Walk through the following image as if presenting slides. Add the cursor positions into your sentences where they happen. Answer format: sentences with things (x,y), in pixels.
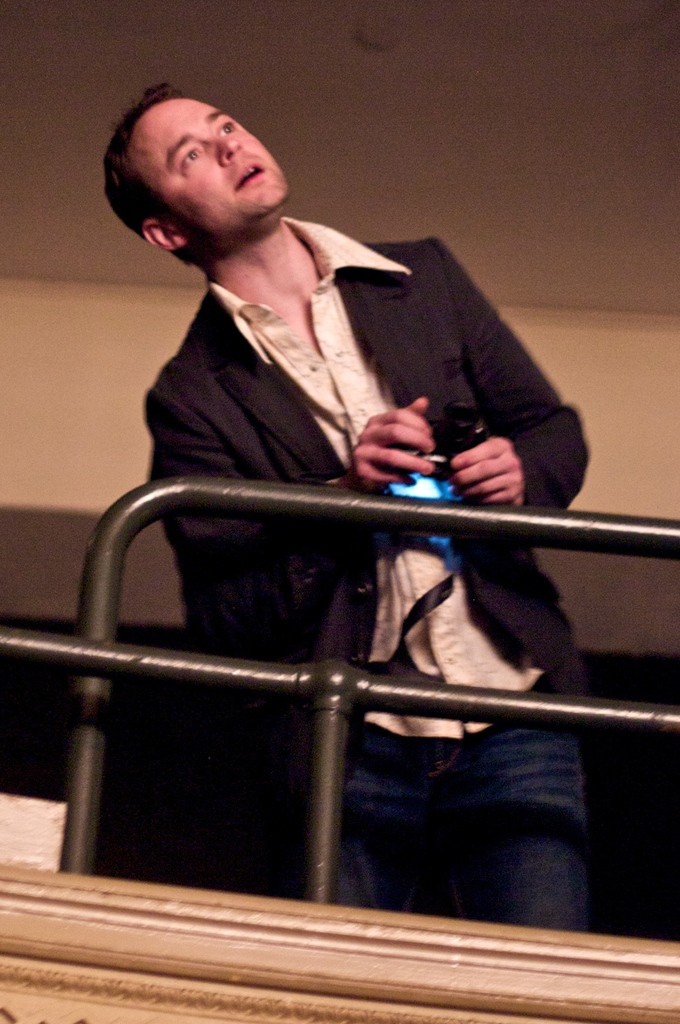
In this image we can see this person (150,197) wearing a black jacket (413,340) and shirt (309,362) is holding a camera (424,455) in his hands (405,455) and standing near the railing (317,503). In the background (45,721), we can see the wall (222,103).
